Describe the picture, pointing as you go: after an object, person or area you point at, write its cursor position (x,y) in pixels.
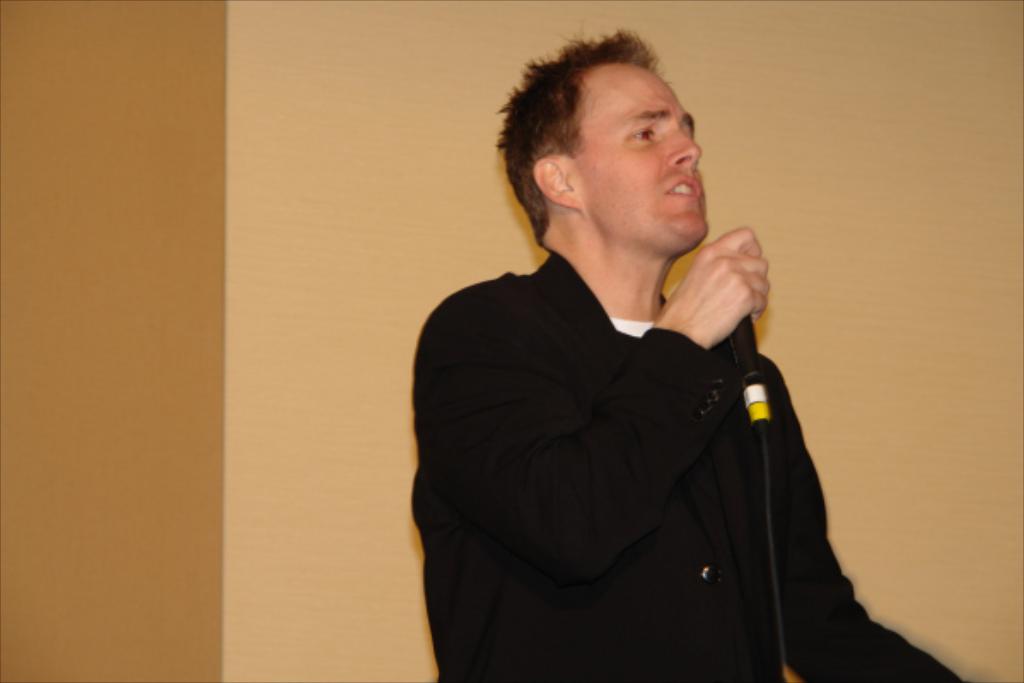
In this picture we can see a person (512,338) holding a microphone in his hand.
